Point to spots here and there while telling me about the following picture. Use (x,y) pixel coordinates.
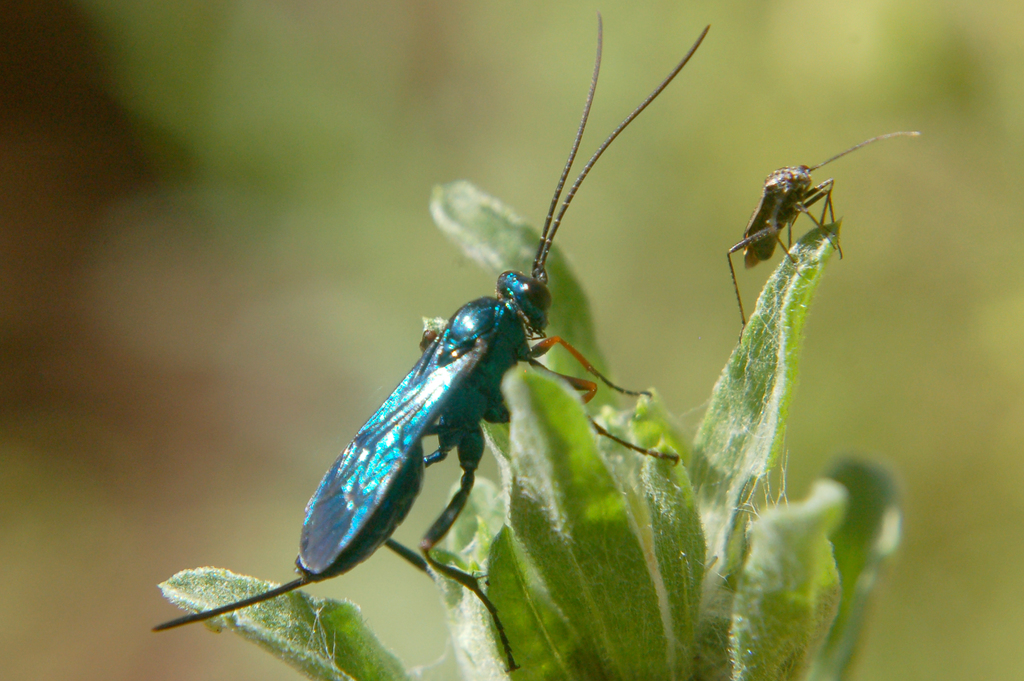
In this picture I can see two insects (564,378) on the leaves (577,553), and there is blur background (1006,647).
